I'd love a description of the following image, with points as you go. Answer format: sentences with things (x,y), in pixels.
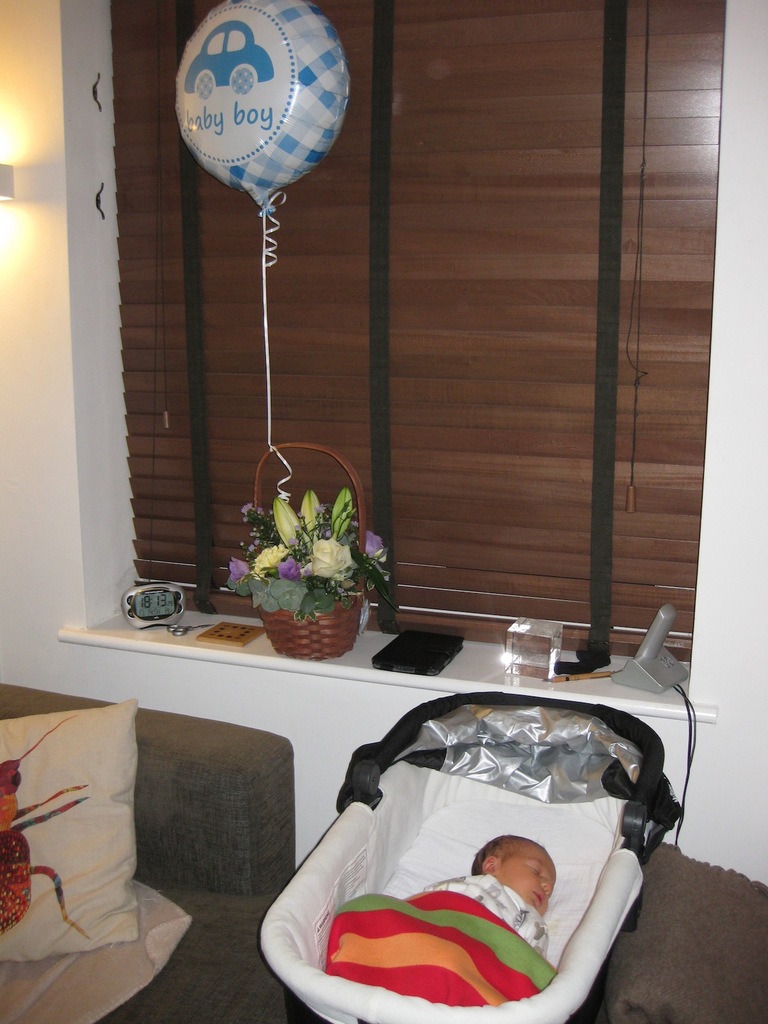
In this picture we can see a baby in a bed (472,728), side we can see the couch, and few objects (315,584) are on the window (493,647).
